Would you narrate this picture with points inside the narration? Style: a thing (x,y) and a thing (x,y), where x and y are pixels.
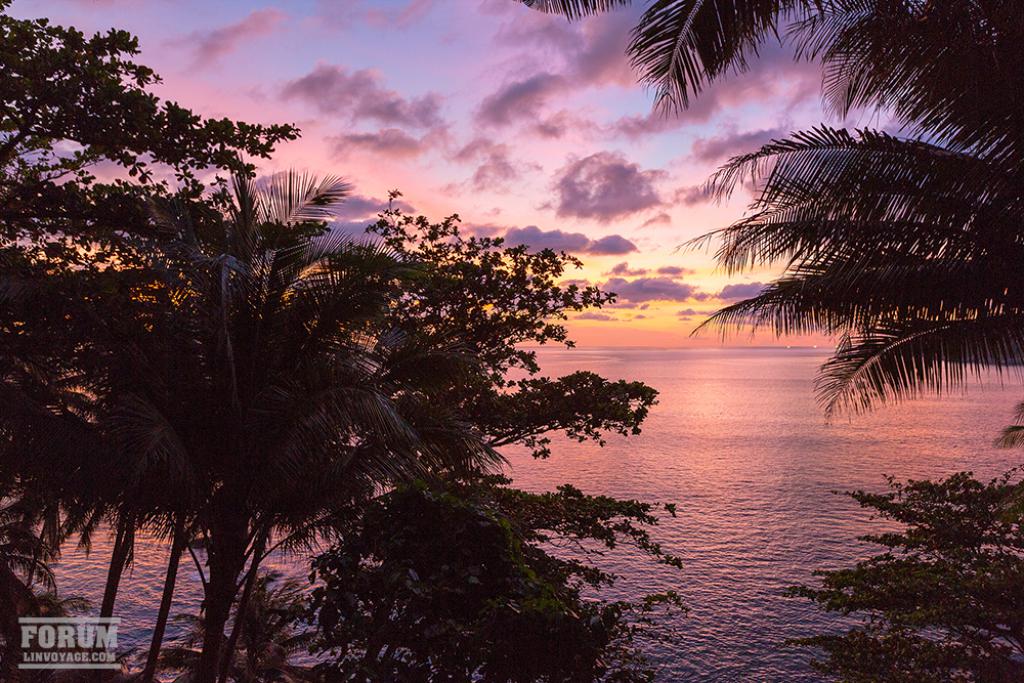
In the picture we can see a tree (234,533), plants (462,544) and sea water (682,357) and in the background (639,326), we can see a sky (449,145), clouds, and sunshine (686,340).
